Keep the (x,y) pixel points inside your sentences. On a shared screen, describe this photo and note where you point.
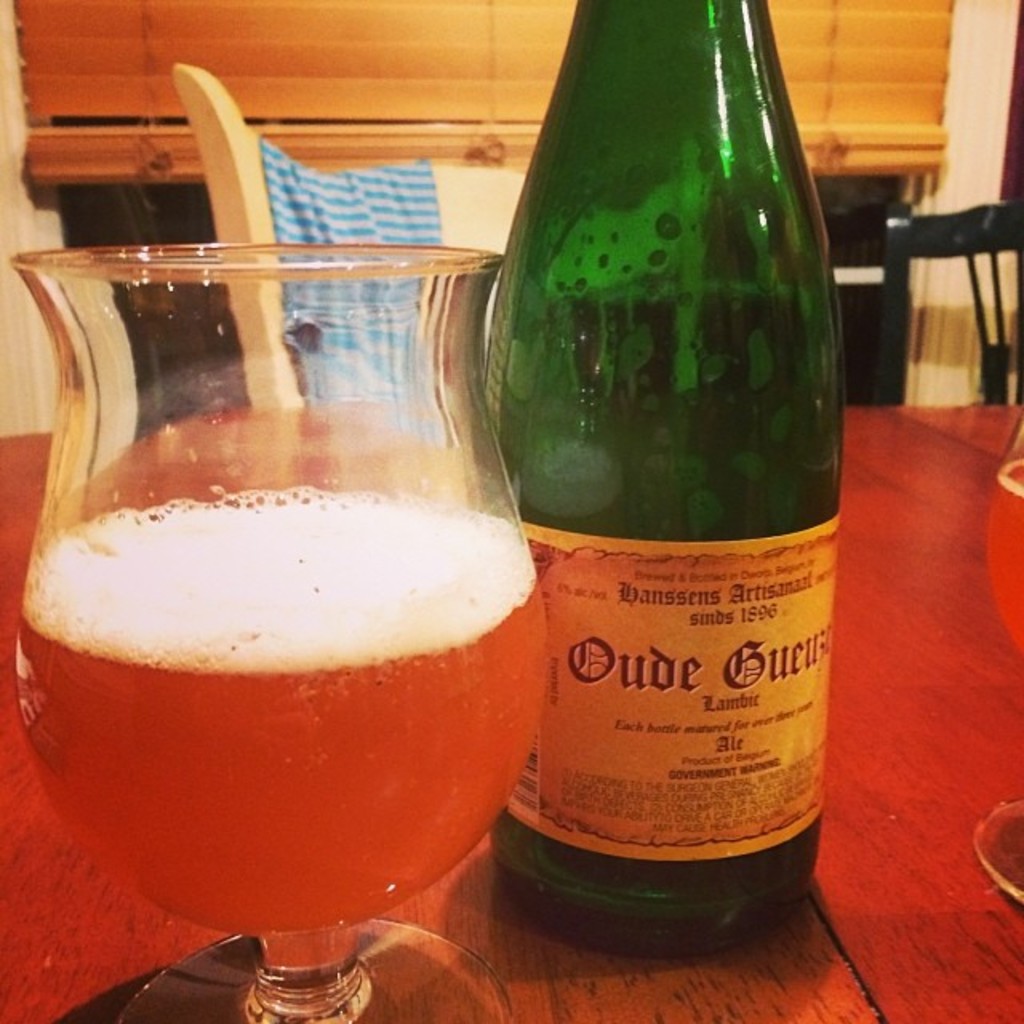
On a table (515,930) there is a glass (189,737) and bottle (656,758). Beside this table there is a chair (452,188) with cloth (371,242).
